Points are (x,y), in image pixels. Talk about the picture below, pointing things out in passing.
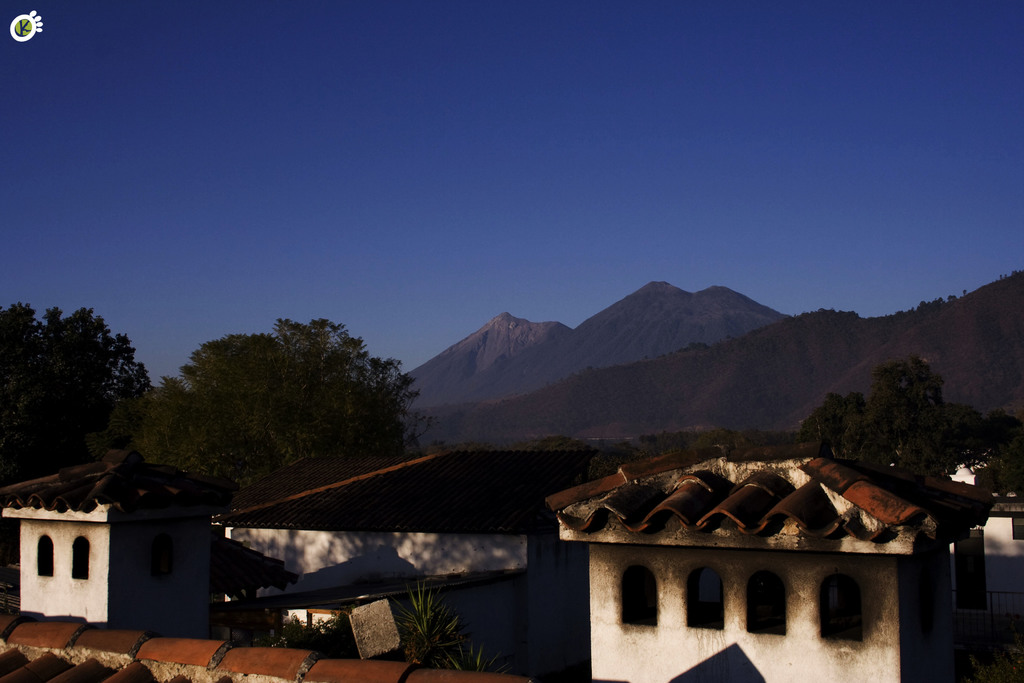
In this image we can see there are houses (354,526). Behind the house (481,630) there are trees (201,450) and at the back (625,429) there are mountains (691,339) and the sky (652,161).
